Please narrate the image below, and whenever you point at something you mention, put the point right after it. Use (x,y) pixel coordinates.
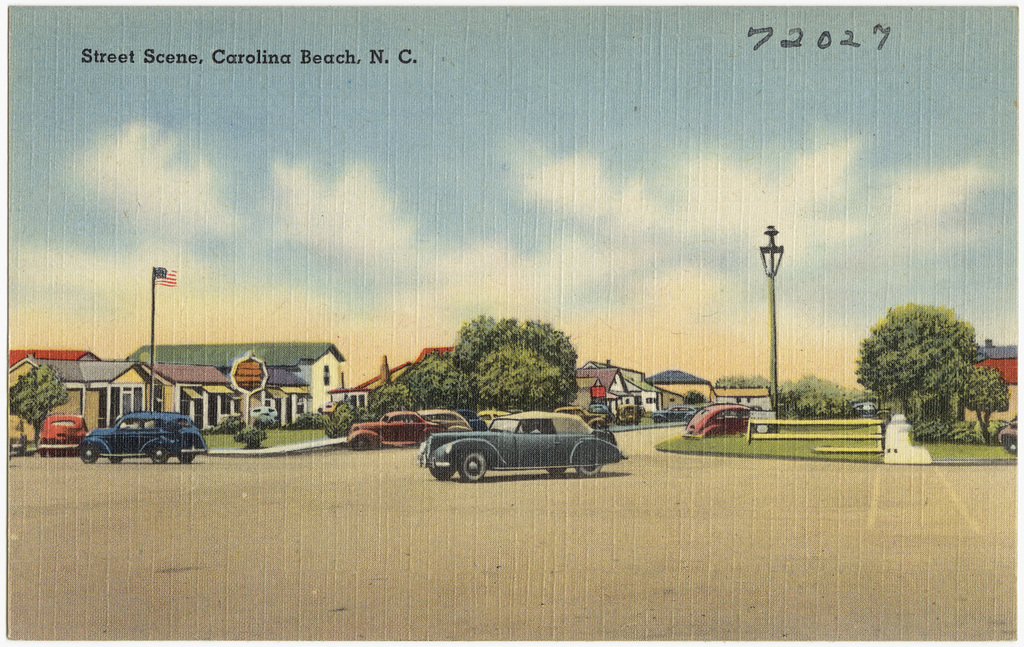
In this image there is a painting (507,436). In the painting (191,414) there are buildings (80,414), trees (926,391), few vehicles (139,457) are moving on the road (424,473), a flag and a street light (774,338). In the background (607,217) there is the sky (487,213) and at the top of the image (340,62) there is some text (843,40).
